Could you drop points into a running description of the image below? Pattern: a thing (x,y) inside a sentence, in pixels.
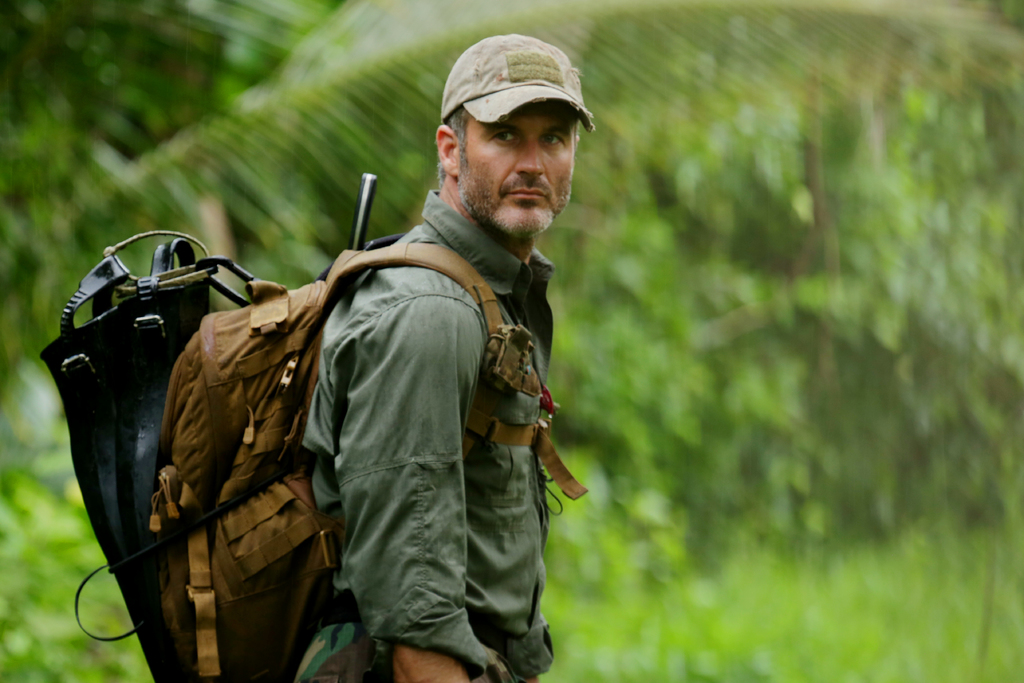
In this image there is a person (364,303) wearing a bag (284,505) and a cap (445,109). In the background of the image (648,417) there are trees (848,257).
